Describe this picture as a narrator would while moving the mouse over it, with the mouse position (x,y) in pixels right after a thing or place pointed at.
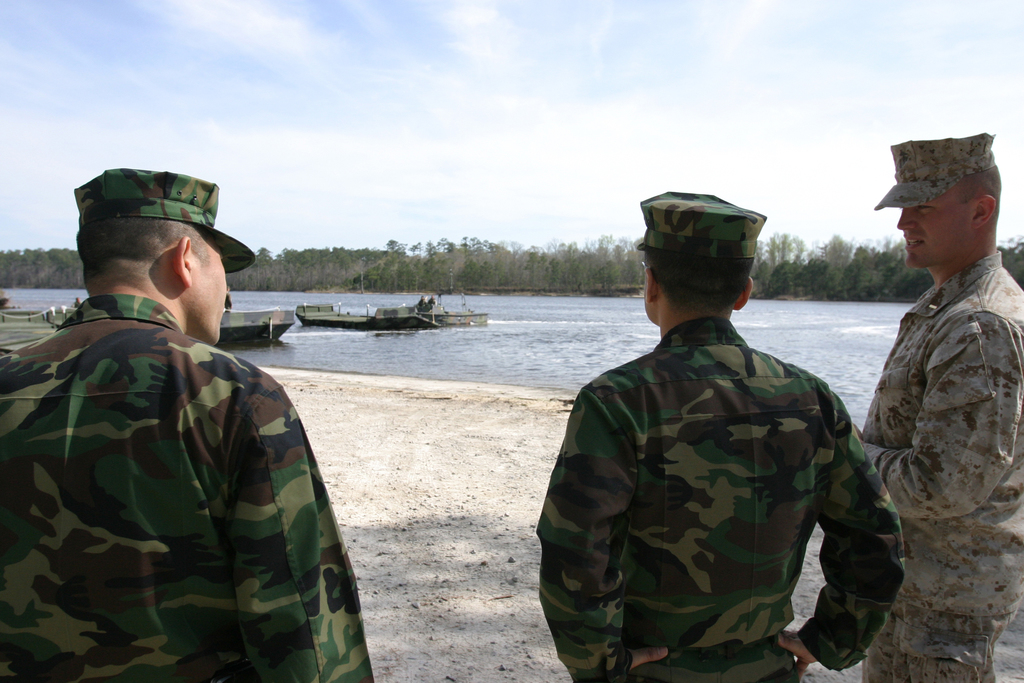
In this image there are persons (590,398) standing in the front (724,457). In the background (378,321) there are boats (327,324) on the water (361,335) and there are trees (517,265) and the sky (553,131) is cloudy.
